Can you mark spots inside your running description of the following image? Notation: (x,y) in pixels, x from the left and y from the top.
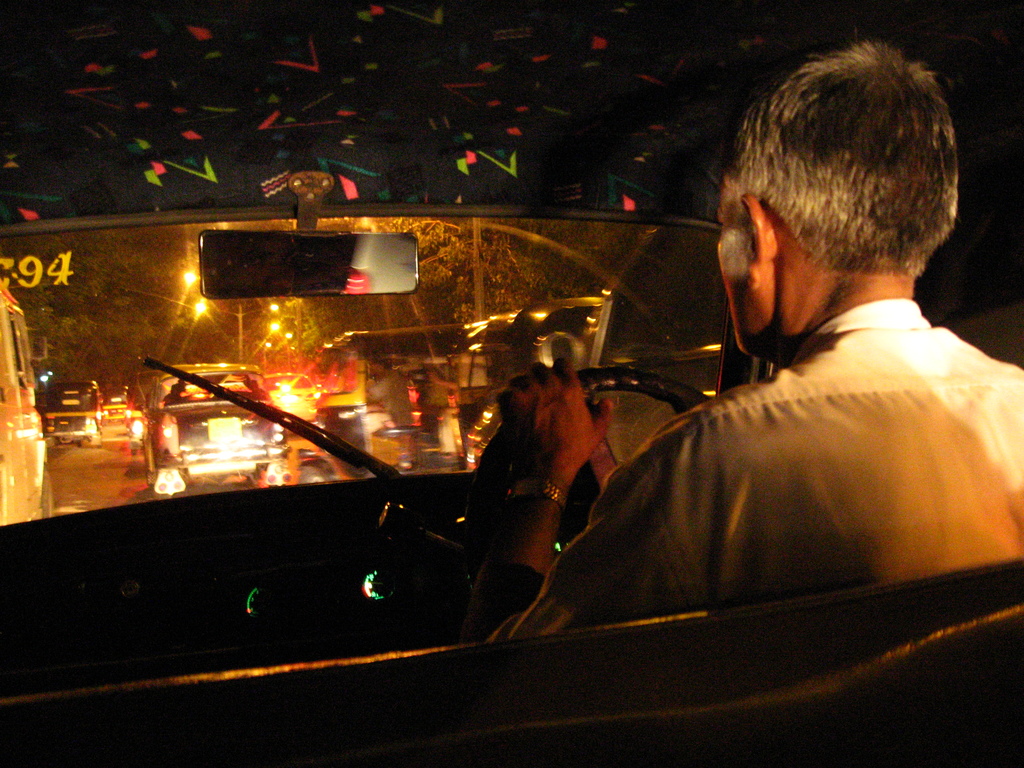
this picture shows the internal view of the car (510,62) and a person (565,428) driving the car (949,264).
